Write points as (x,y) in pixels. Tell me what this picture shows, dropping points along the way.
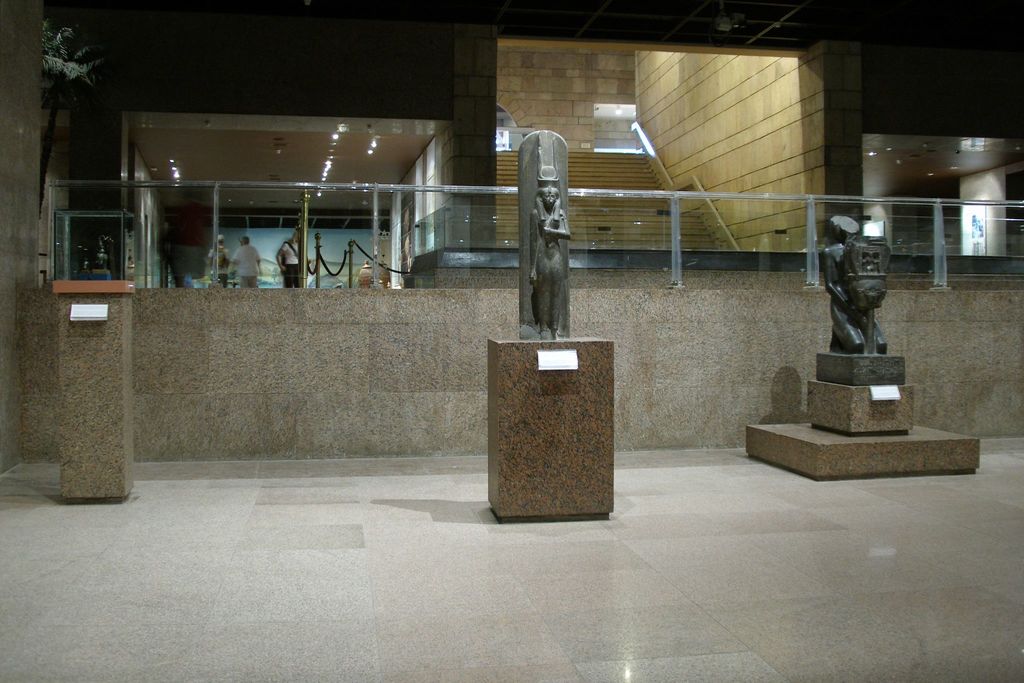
In this image I can see few statues (878,287) which are in grey color. To the side of the statue (549,222) I can see the glass railing (424,224). In the back (512,215) there are stairs (574,198). To the side of the stairs (607,180) I can see few people (256,258) with different color dress (202,268). I can also see some lights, trees (70,55) in the top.
